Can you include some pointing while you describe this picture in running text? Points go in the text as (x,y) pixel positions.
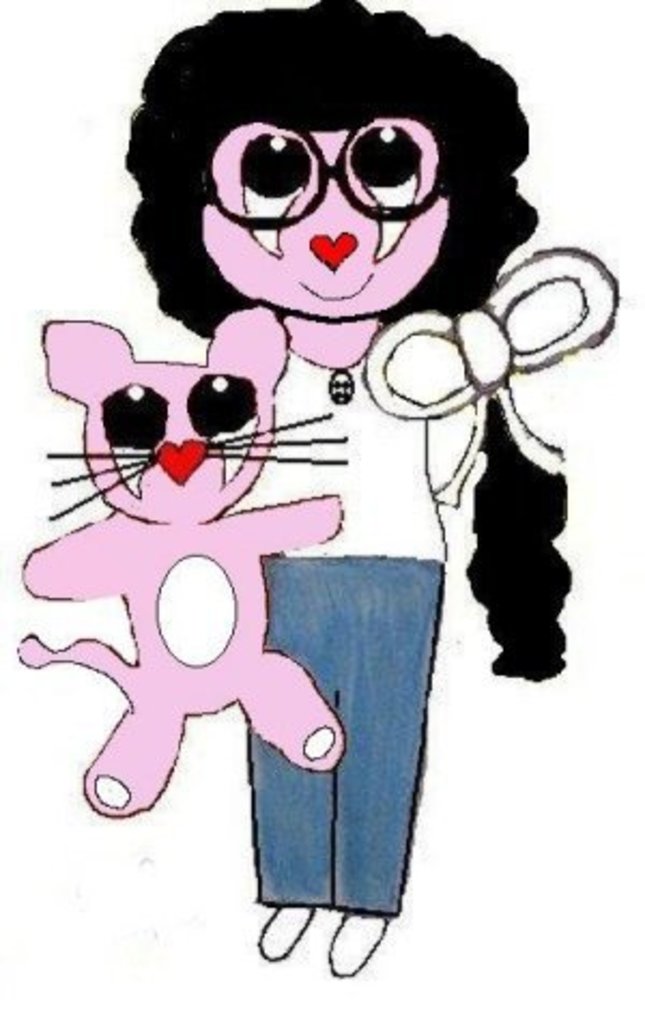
In this image I can see a person (425,590), cat (183,638) and some objects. This image looks like a painting.
